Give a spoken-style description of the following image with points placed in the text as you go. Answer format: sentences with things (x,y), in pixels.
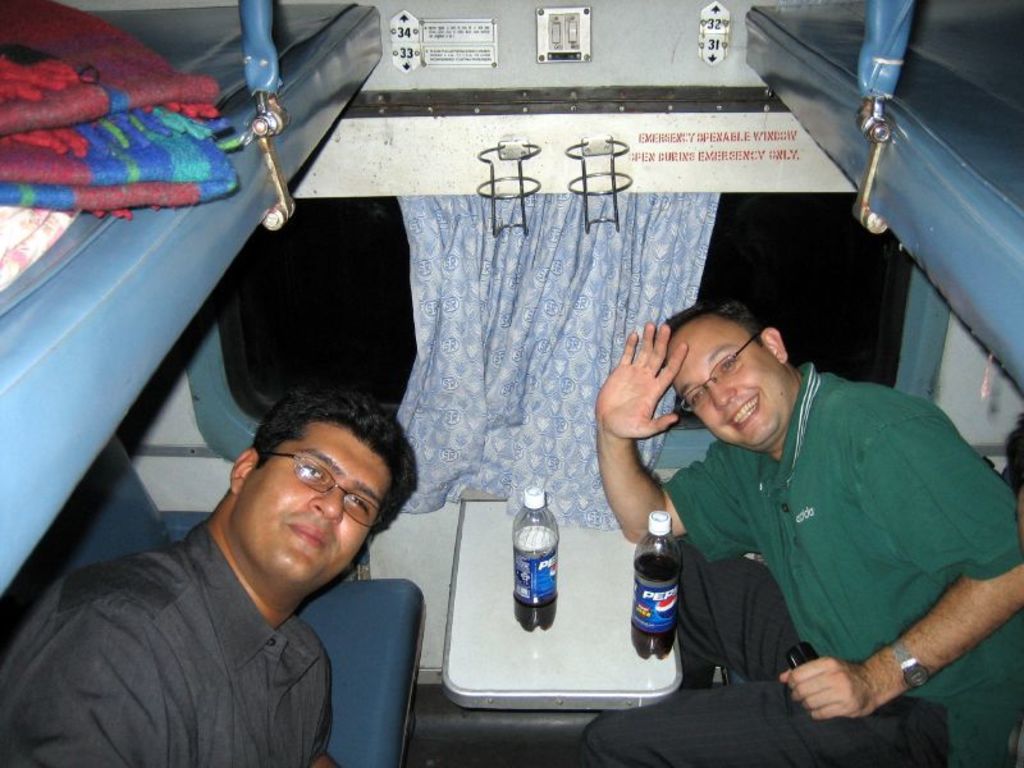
This image is taken in the train (674,171). In this image we can see the berths (193,10). We can also see the blanket (90,162), a pillow (35,247) and also the bottles (545,584) on the counter (594,604). We can see the two person (873,726) wearing the glasses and sitting. We can see the window (263,284) with the curtain (520,285). We can also see the text (774,151) and also the numbers (402,43).
